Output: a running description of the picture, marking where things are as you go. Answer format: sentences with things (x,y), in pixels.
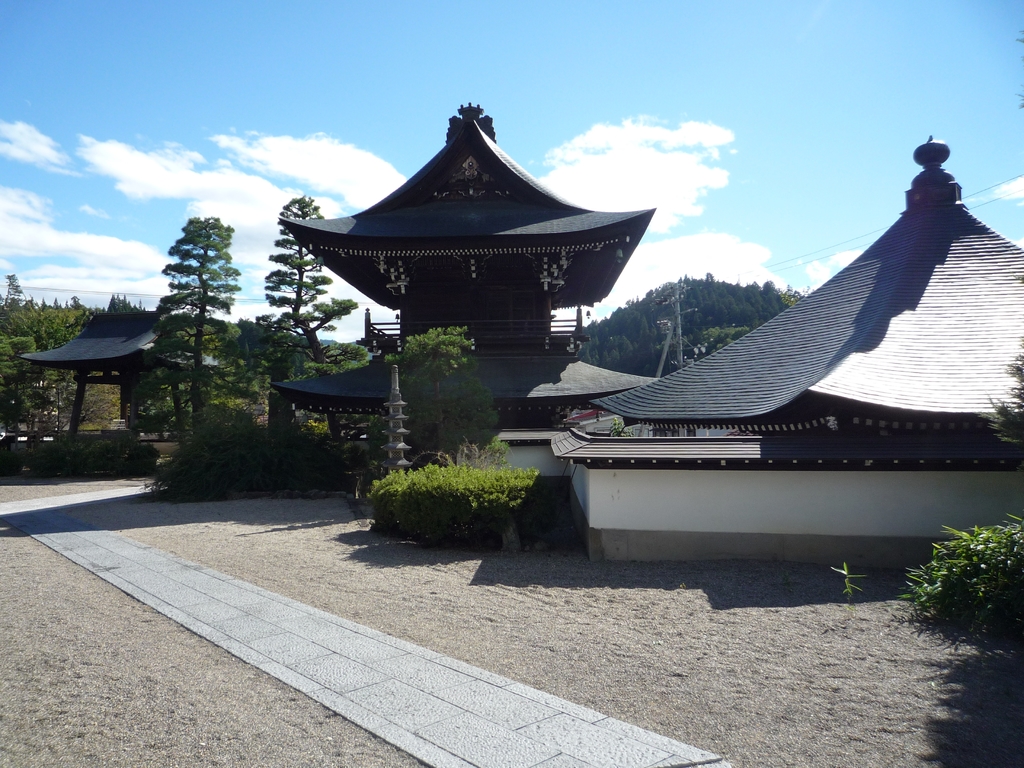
In this picture we can see some Buddha temples (936,244) with roof tiles (125,340). Behind there are some trees (431,341). In the front (242,576) bottom side there is a walking area (272,643). On the top (504,147) there is a sky (355,147) and clouds (355,147).
